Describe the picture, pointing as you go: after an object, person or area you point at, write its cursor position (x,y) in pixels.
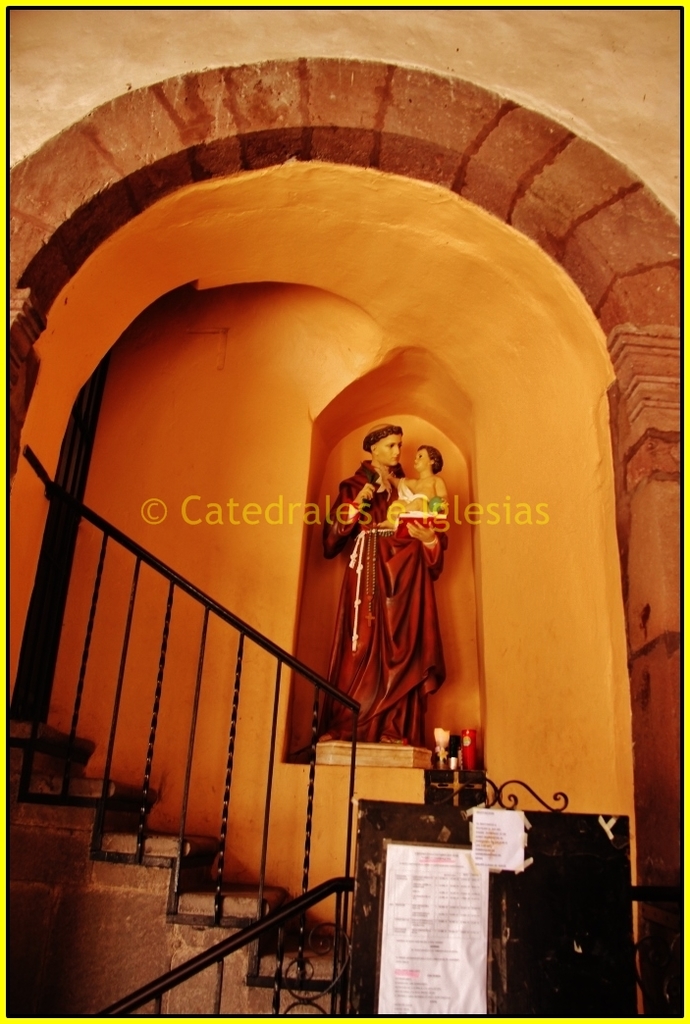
In this image I can see the podium (563,893) and the white color paper (434,891) is attached to it. To the left (138,857) there are stairs (196,875) and the railing (138,857). In the back (372,607) I can see the statue (383,566) which is in maroon color. It is inside the building (196,274).
